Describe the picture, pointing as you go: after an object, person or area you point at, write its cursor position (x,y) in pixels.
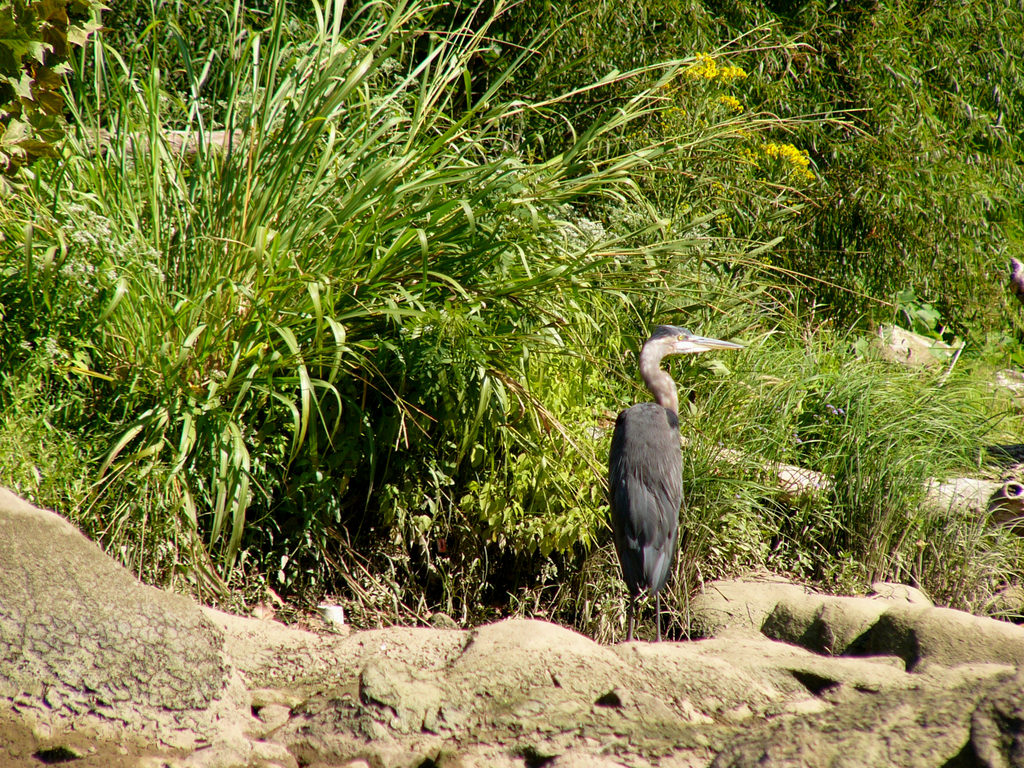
In this image we can see a bird (665,500) is standing on the rocky surface (768,663). Background of the image (250,231) grass (936,403) and plants (830,138) are there.
